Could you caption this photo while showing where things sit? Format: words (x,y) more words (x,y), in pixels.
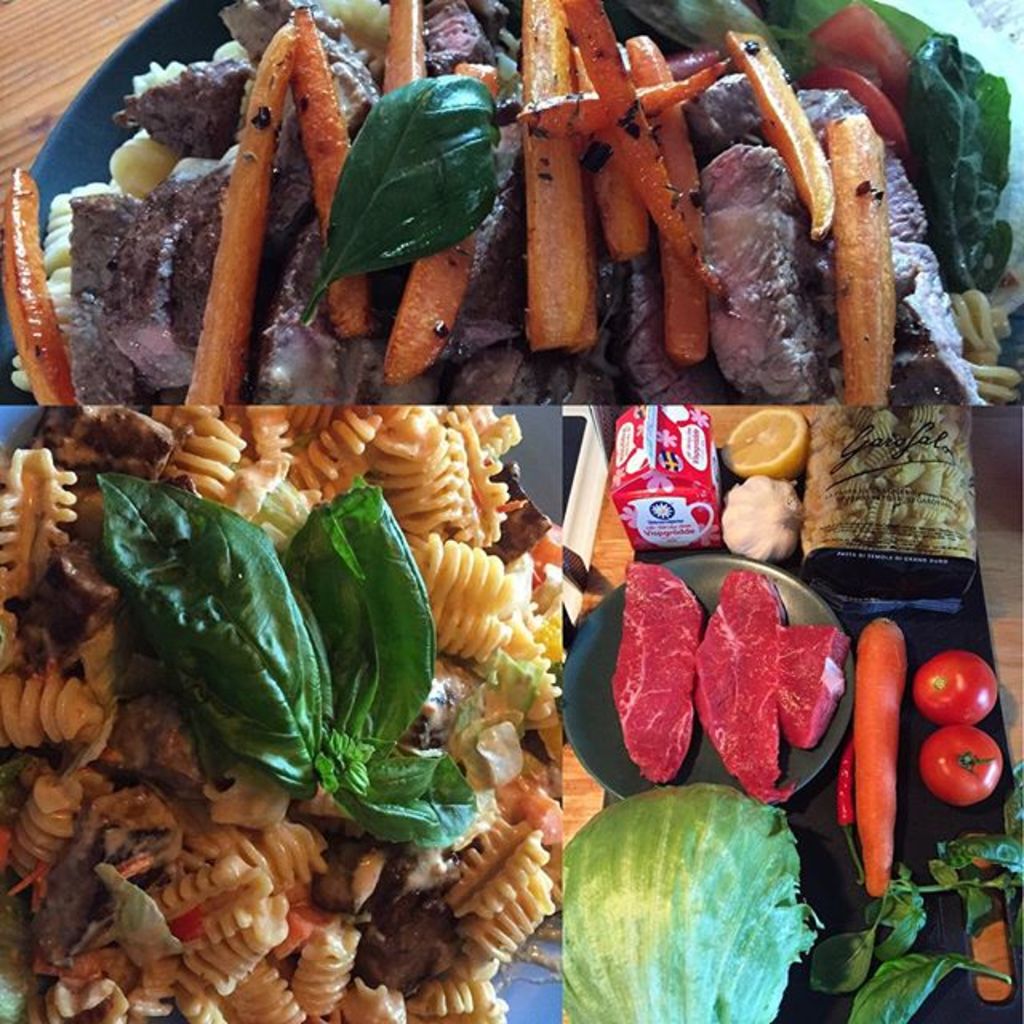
This is a collage image. We can see some food items (624,344). In the first part of the image, we can see some food item (201,158) in a container (88,108) is placed on the surface (92,31). In the second part of the image, we can see some food items (419,442). In the third part of the image, we can see some food items (752,579) and objects (881,664) like a carrot (879,656), tomatoes (931,761) and some leaves (905,992) are placed on the surface (904,836).
